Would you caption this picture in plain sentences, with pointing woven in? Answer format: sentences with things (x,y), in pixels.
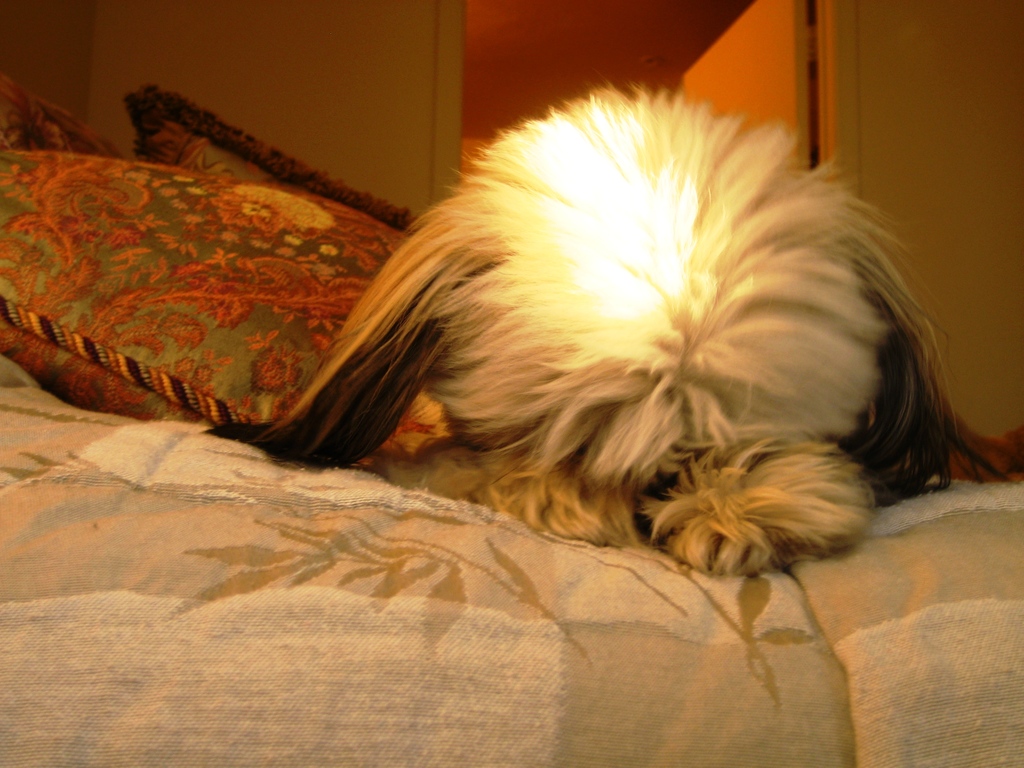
In this picture there is an animal (514,356) lying on the bed (480,602) and beside that animal (562,350) there are some pillows (177,235). In the background (275,112) there is a wall (388,70), door (737,78).
